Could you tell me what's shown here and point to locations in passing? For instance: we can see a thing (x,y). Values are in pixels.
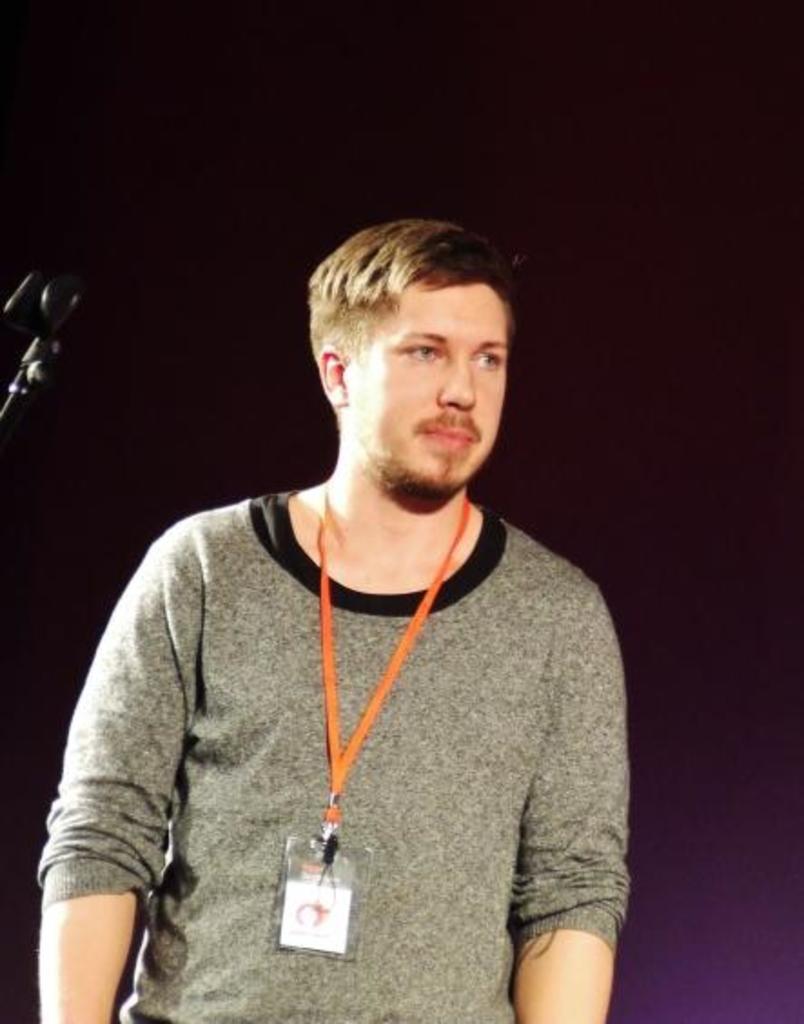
In the image there is a man (292,586), he is wearing an ID card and the background of the man (498,636) is dark.
